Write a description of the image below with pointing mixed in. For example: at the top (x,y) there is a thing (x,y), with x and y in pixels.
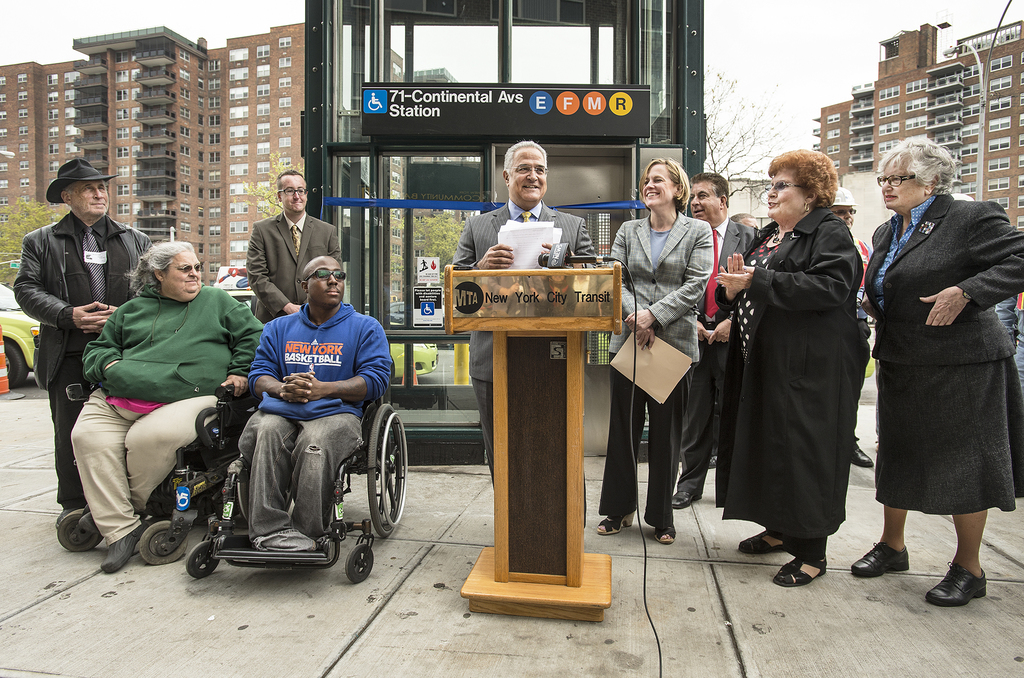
This is a picture taken outside a city, in a meeting. In the foreground of the picture (811,453) there are many people (641,338). In the center of the picture (492,236) there is a man (518,213) holding papers (523,253) and standing in front of a podium (563,446), behind him there is a room (421,215). In the background (221,130) there are buildings (278,122), trees (430,229) and vehicles (235,284).
